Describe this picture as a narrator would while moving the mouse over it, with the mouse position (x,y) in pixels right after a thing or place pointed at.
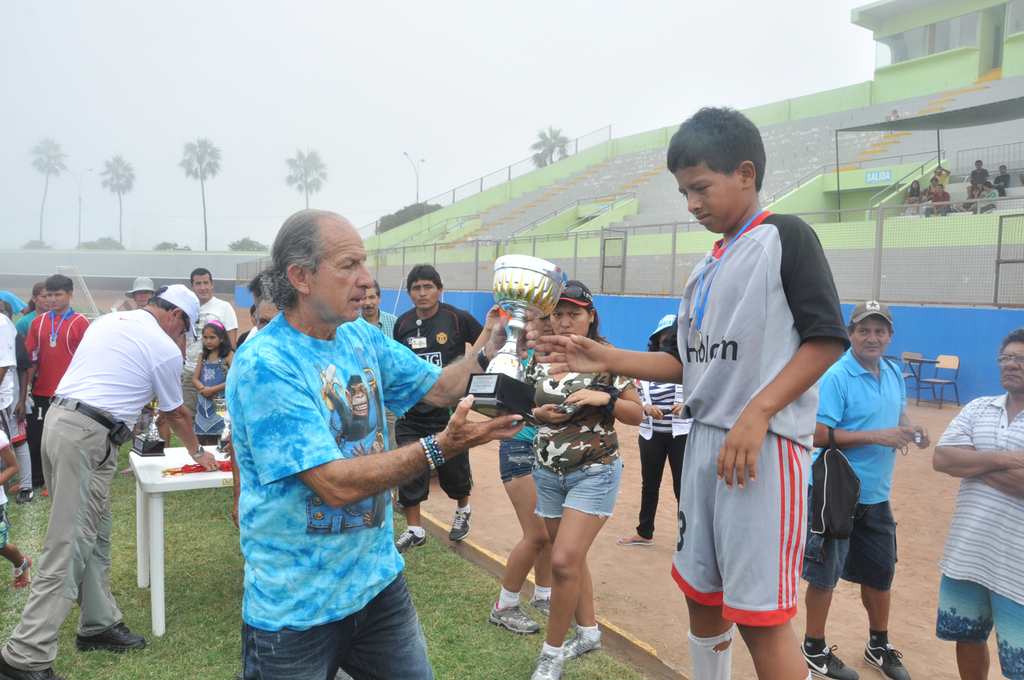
In this picture we can observe an old man (321,467) wearing blue color T shirt (280,556) presenting a cup (527,280) to the player (711,389). In the background (168,476) there is a white color table (164,487). There are some people (130,348) standing. There are men (240,348) and women (552,375) in this picture. There is a fence (674,279). In the background (897,263) there is a stadium (613,187) and some trees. We can observe a sky (405,89).
